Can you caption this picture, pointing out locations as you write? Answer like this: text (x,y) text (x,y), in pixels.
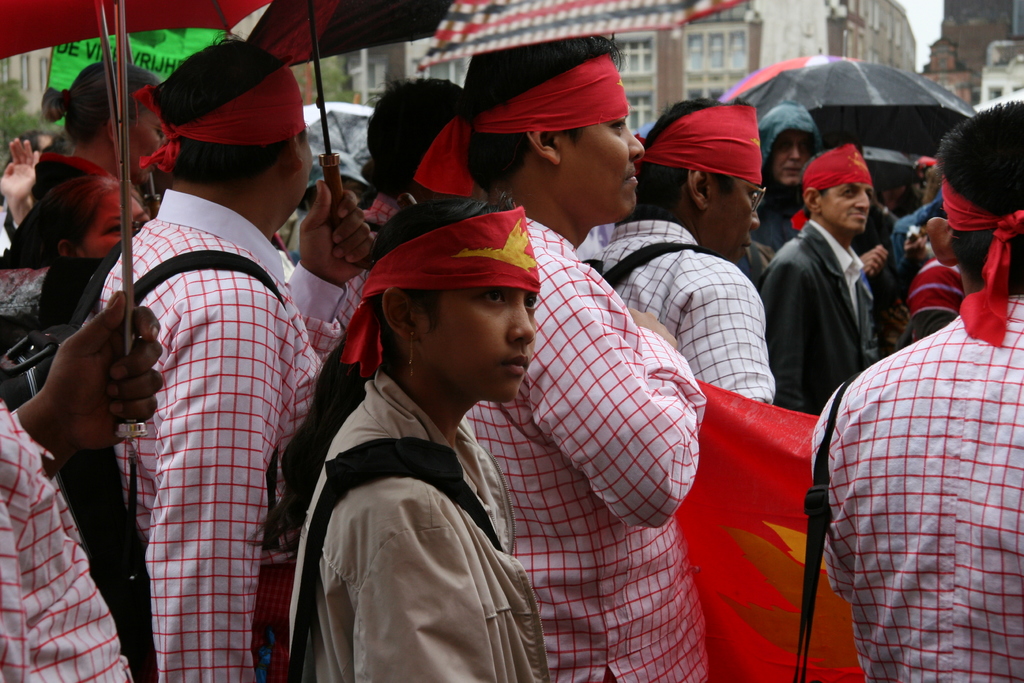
In this image I can see there are group of people (765,355) wearing a red color headband (588,120) and holding umbrellas (316,55) and at the top (820,10) I can see building (946,29).
